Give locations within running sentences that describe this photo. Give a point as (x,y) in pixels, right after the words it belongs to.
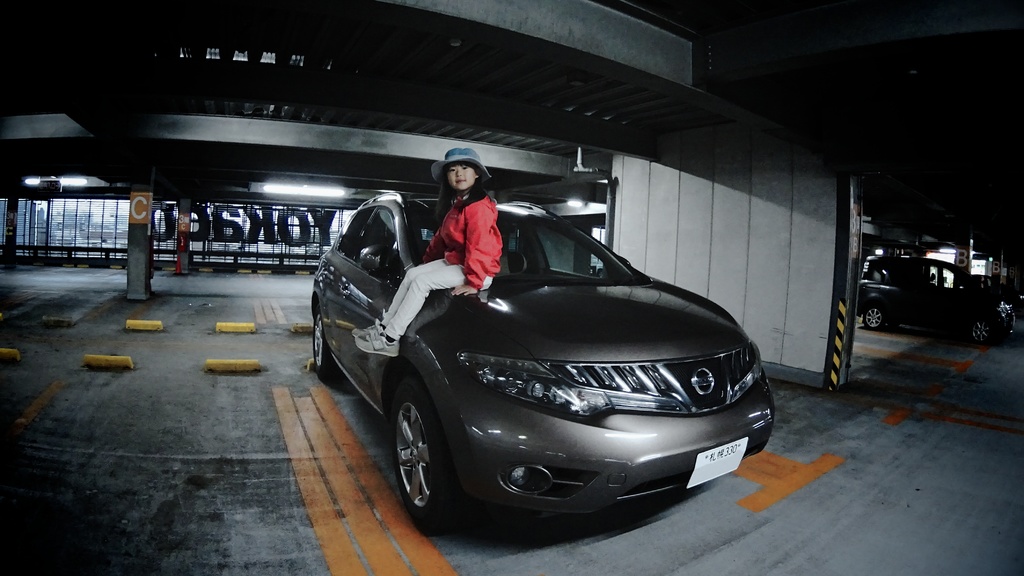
In this image we can see a girl (455,292) sitting on the car (601,435), there are few other cars (970,336) on the surface (905,345), there are pillars (8,239), rooftop (825,80), and some text (204,230) on the glass wall (198,214).
